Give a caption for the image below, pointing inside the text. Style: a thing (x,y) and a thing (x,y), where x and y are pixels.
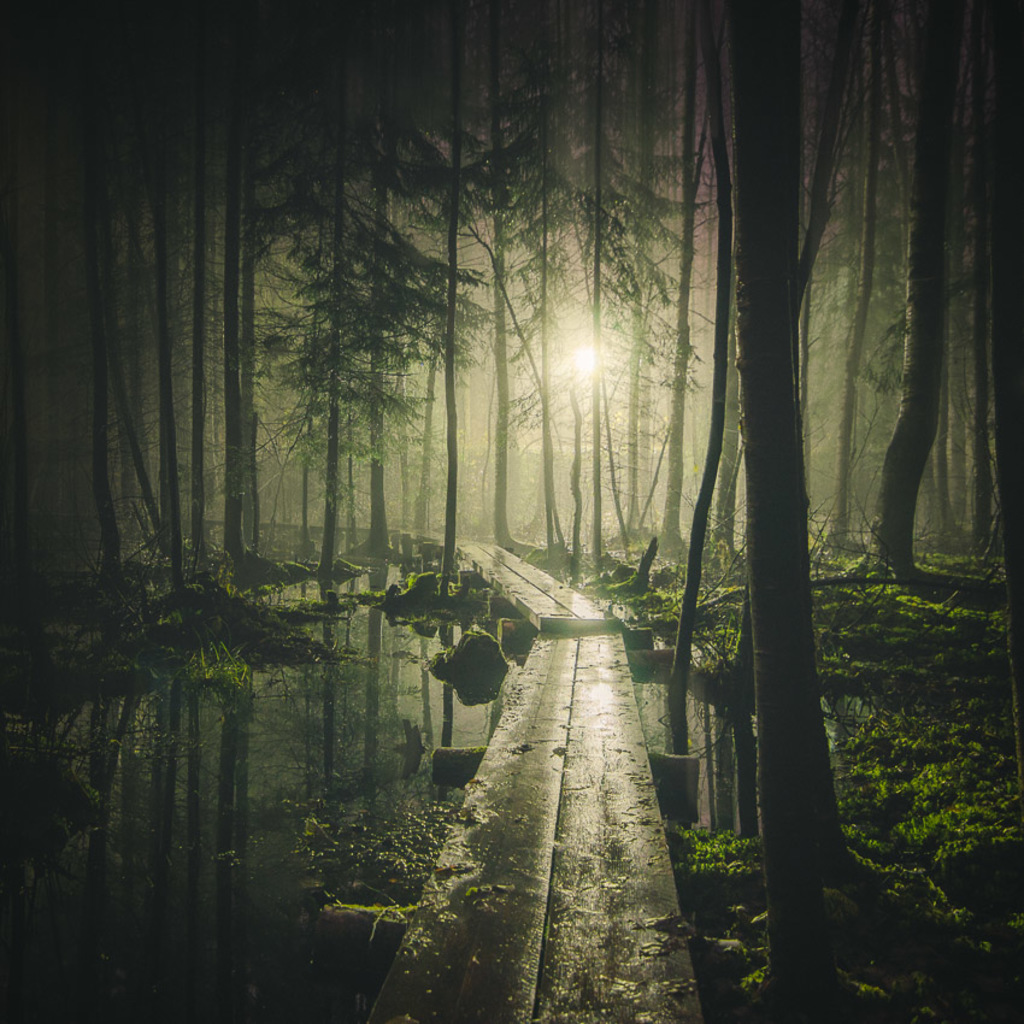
This picture is clicked outside the city. In the center (596,601) there is a path (599,608) and we can see a water body (152,794) and some plants (879,610). In the background (637,288) there is a sky (466,289), trees (622,313) and a light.
